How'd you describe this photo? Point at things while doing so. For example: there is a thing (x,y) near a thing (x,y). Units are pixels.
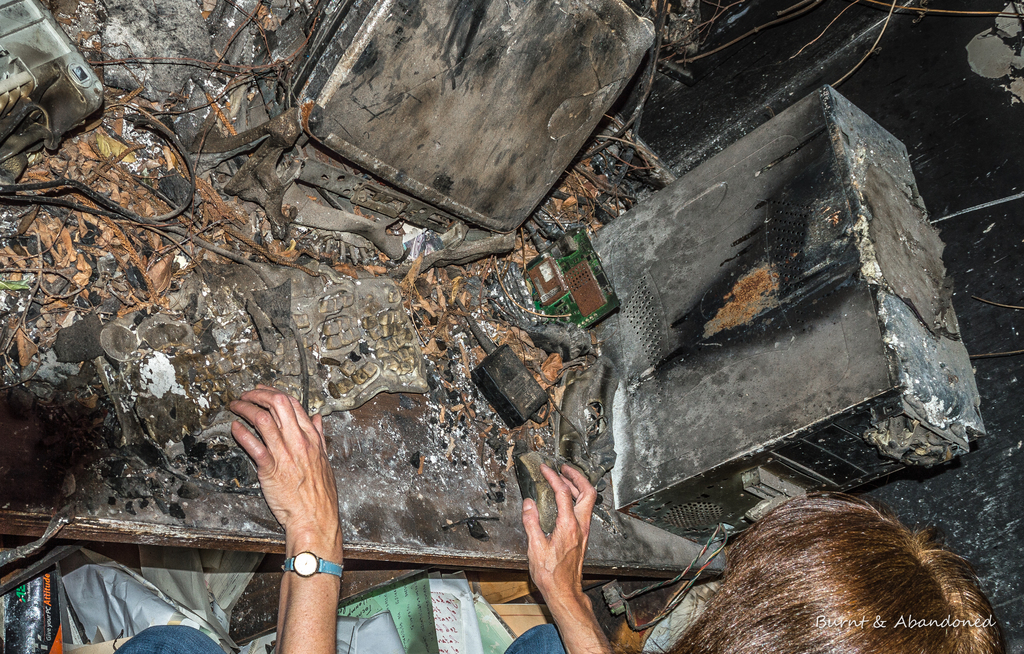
In this image, I can see a monitor (383,197), CPU (728,379) and few other objects (395,298), which are burnt. At the bottom of the image (312,602), I can see a person (595,641). At the bottom right corner of the image (865,622), there is the watermark (904,623).
